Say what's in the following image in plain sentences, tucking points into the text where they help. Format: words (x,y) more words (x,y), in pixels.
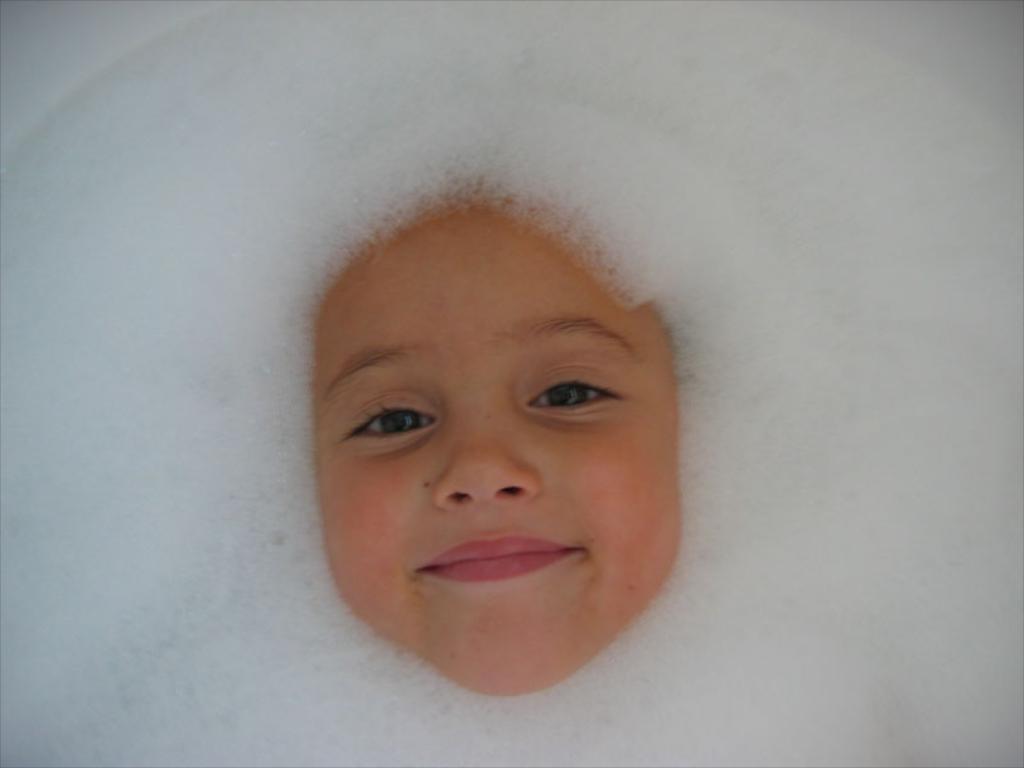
In the middle of this image (462,399) I can see a person's face (576,403). This person (472,598) is smiling and looking at the picture. Around the face (654,425) I can see the soap foam (263,664).
